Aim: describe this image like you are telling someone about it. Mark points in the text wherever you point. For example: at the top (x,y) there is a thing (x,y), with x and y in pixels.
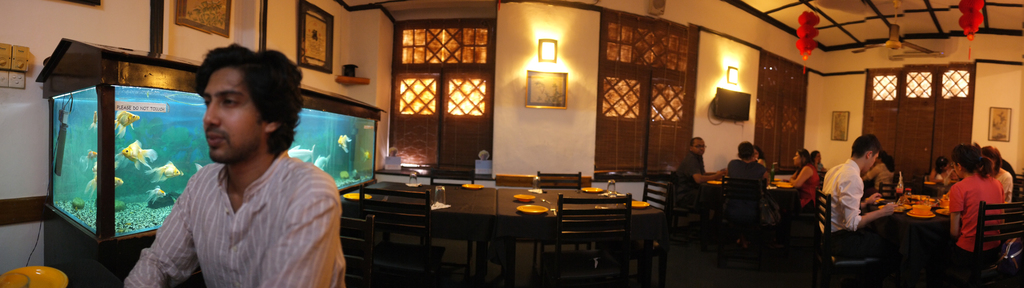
The picture is clicked inside a restaurant (937,138) where many people (747,157) are eating on the table (715,193). There are few tables (448,220) which are unoccupied. There is an aquarium (177,154) to the left of the image (144,153).
